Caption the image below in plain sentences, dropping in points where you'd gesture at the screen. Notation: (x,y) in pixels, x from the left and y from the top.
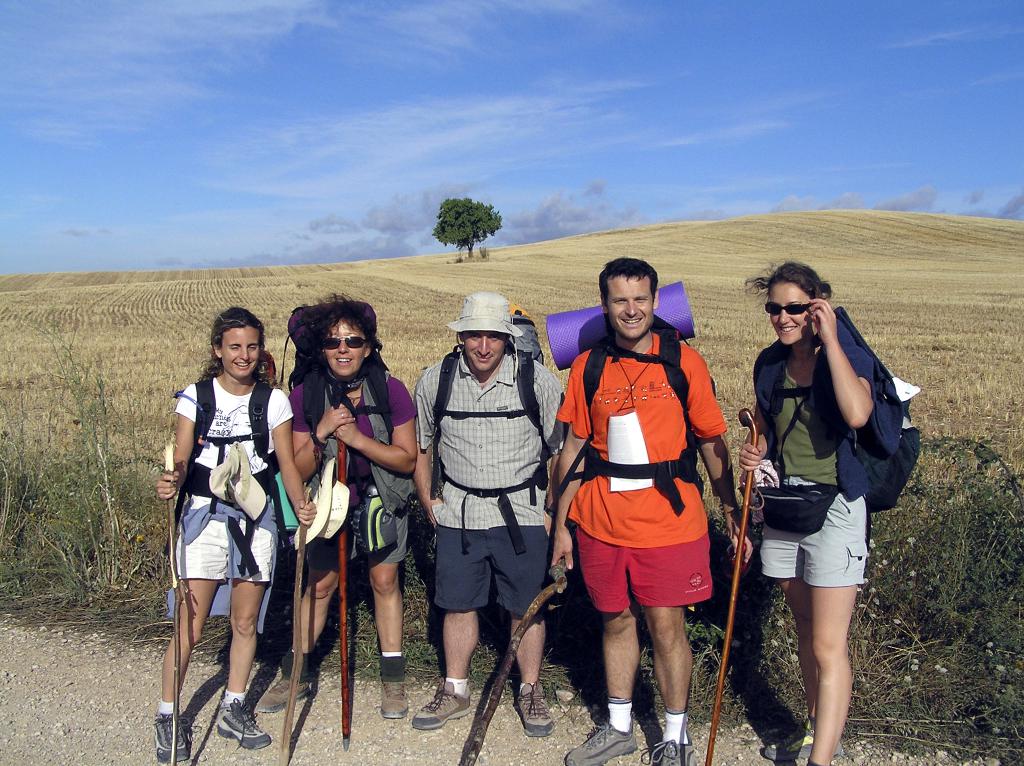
In this image i can see three women (778,487) and two man (461,450) standing, wearing a bag (802,487) and holding sticks (348,706) in their hand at the back ground (91,540) i can see a small plant (76,475), a tree (437,217), sky (435,215).
